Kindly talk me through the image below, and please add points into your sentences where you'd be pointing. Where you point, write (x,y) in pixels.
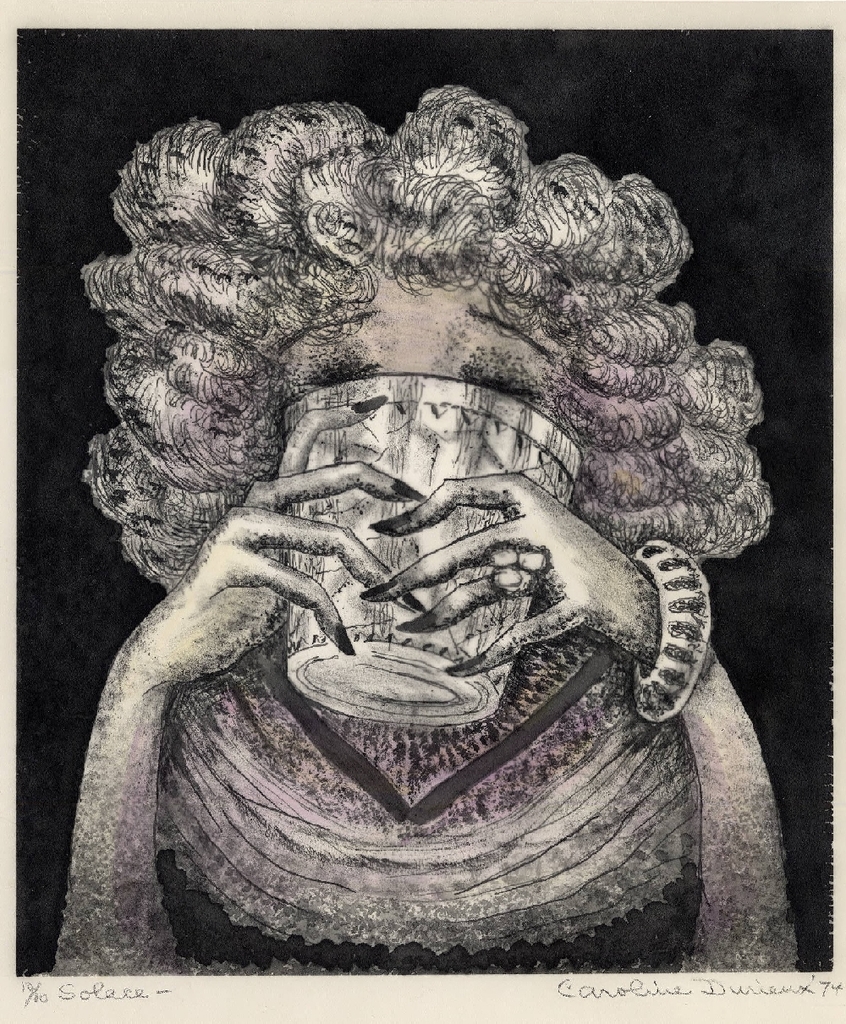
In this image I can see depiction of a woman (163,537) holding a glass (460,405). I can also see black colour in the background (758,357) and on the bottom side of this image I can see something is written.
